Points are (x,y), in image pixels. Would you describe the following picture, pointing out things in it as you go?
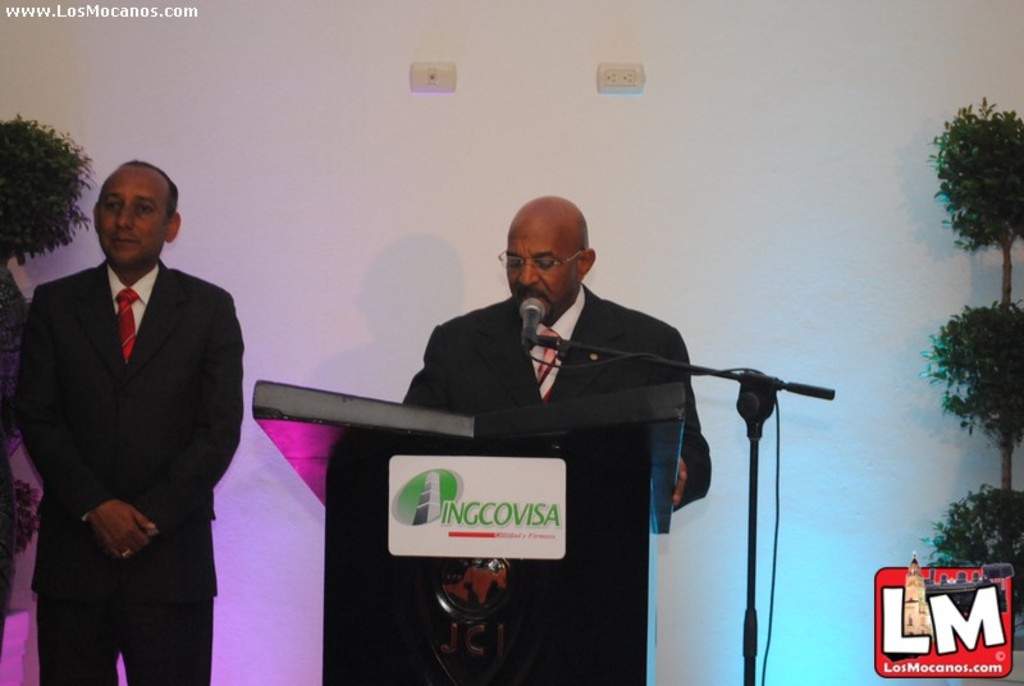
In this picture we can see couple of people (512,329), in front of them we can see a podium (372,538) and a microphone (678,364), on the left (48,160) and right hand side of the image (999,241) we can see few plants (951,516), in the top left hand corner (19,11) we can find some text (48,14), in the bottom right hand corner (888,633) we can see a logo (899,599), behind them we can find sockets (626,80) on the wall (494,90).
